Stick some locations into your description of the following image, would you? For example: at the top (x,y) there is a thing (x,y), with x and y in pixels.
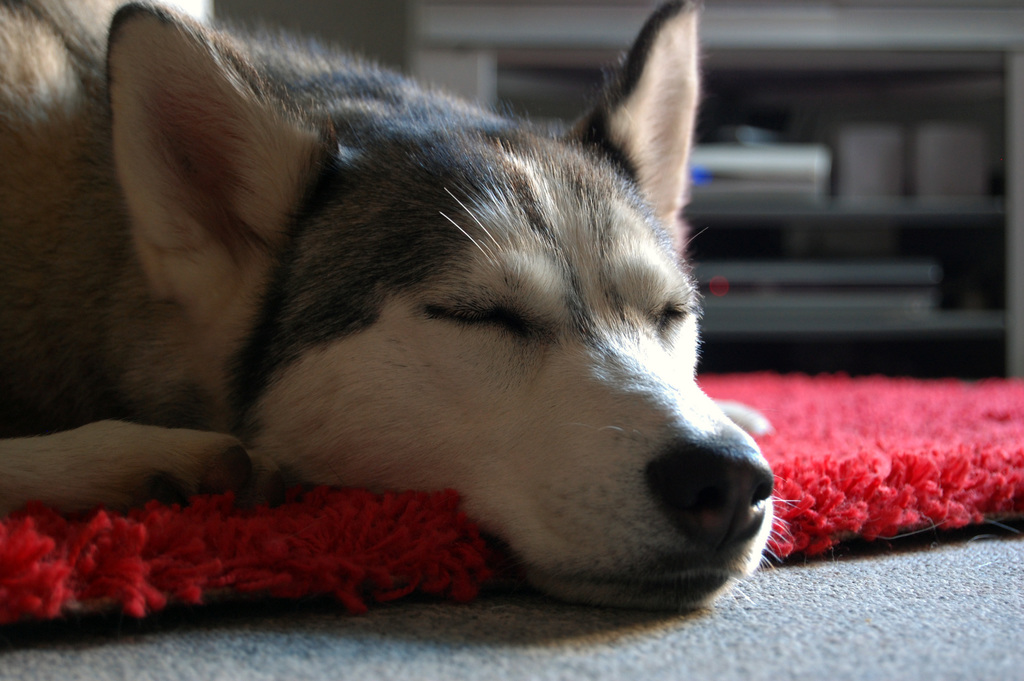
In this image, I can see a dog (412,468) sleeping. This looks like a floor mat (841,501), which is red in color. In the background (803,308), I think these are the electronic devices (789,186), which are in the rack (849,96).
